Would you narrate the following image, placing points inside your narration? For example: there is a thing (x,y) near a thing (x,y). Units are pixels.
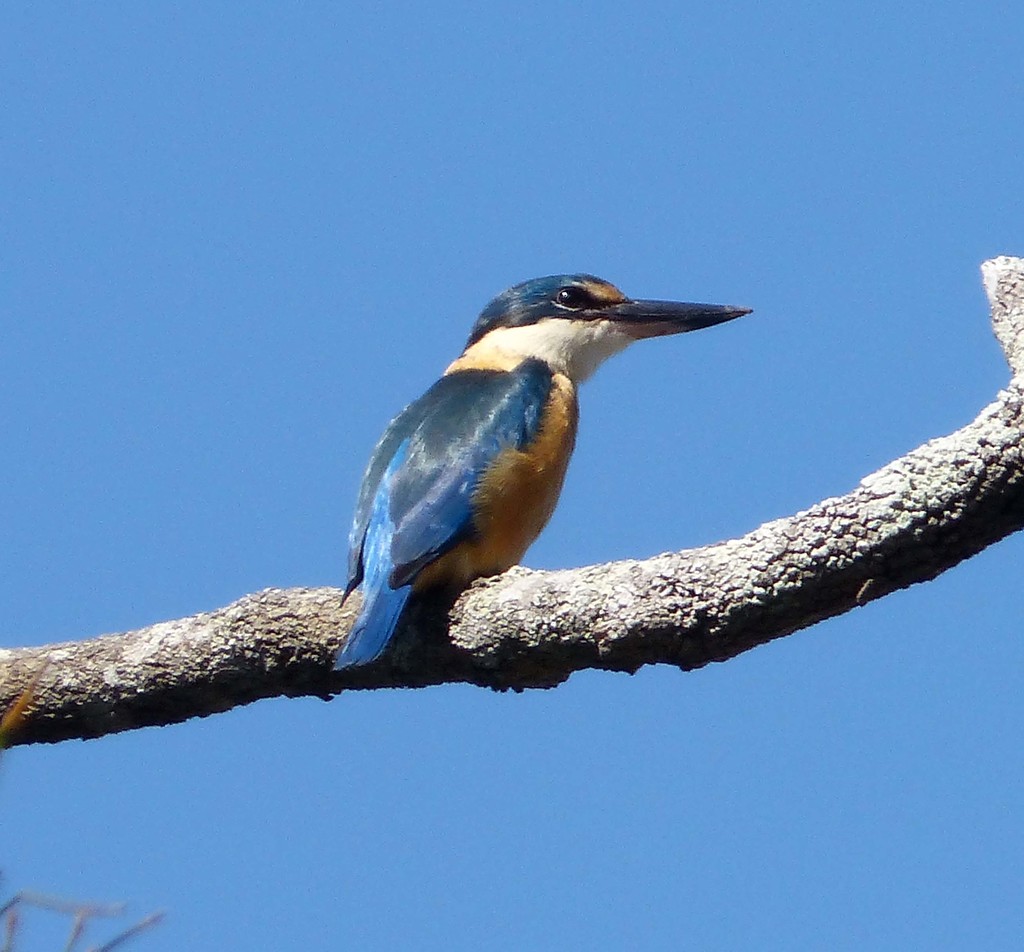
In this image I see a stem (626,588) on which there is a bird (563,411) which is of blue, white, black and orange in color and in the background (422,726) I see the clear sky (271,864).
